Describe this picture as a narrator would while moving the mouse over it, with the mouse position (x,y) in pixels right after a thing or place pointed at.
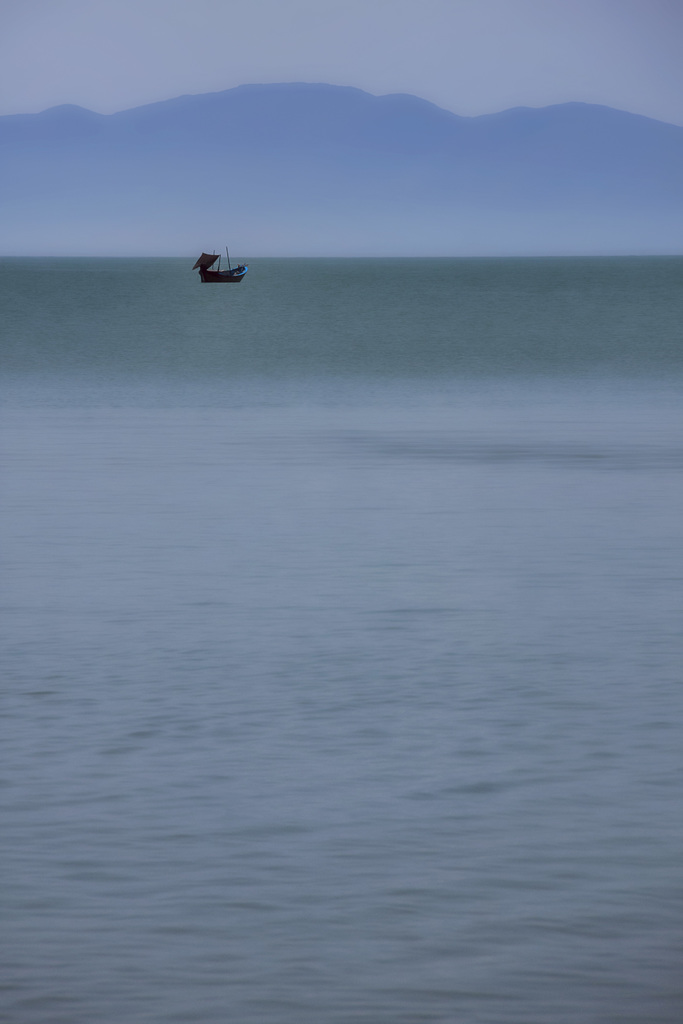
In this image there is water (251,339) and we can see a boat (208,272) on the water (208,283). In the background (208,160) there are hills (314,89) and sky (325,26).
